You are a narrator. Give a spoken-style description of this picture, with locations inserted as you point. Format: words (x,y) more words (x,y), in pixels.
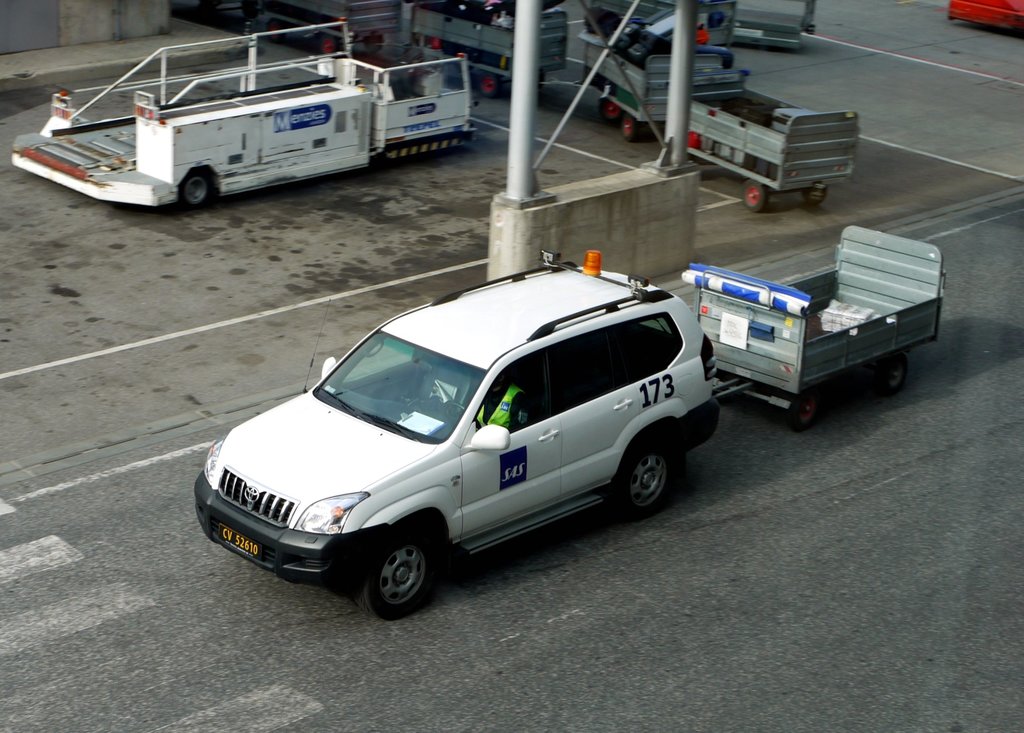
In this picture there is a vehicle (504,468) on the road (1015,401) and there is a trolley (870,306) on the road (874,156). At the back (707,84) there are trolleys (667,75) and there is a vehicle (54,153) and there are poles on the wall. At the bottom (517,678) there is a road (616,583).
